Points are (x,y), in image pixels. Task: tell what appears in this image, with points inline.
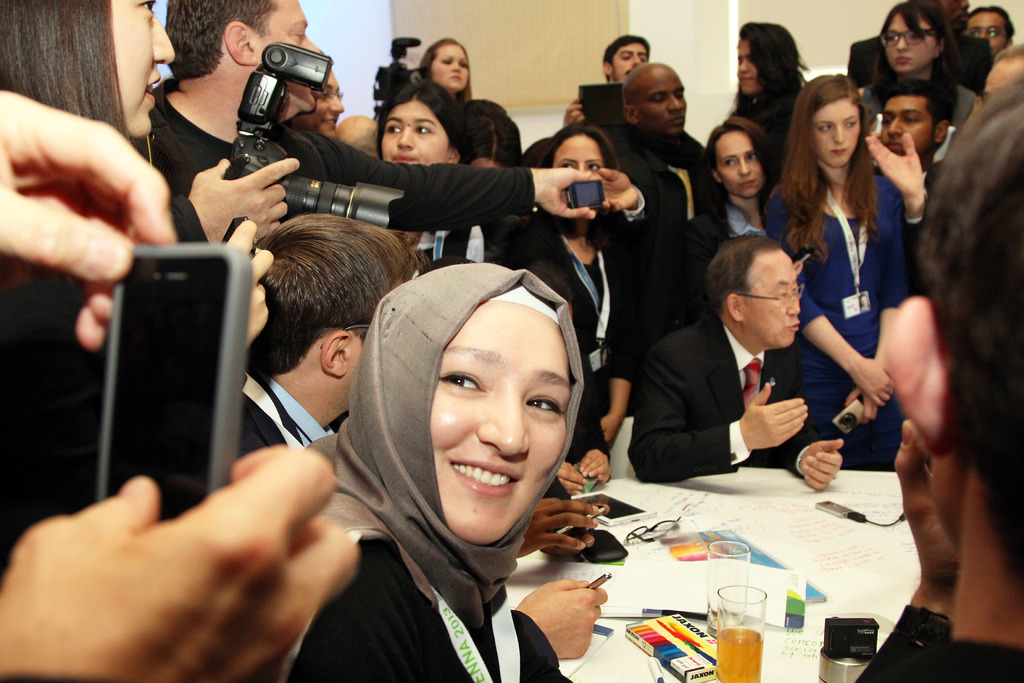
In this picture there are many people (371,137) dressed in black color, few of them are sitting on a white table (732,488). Reporters (238,181) are taking snaps using cameras (328,192) and mobile phones (210,317).
